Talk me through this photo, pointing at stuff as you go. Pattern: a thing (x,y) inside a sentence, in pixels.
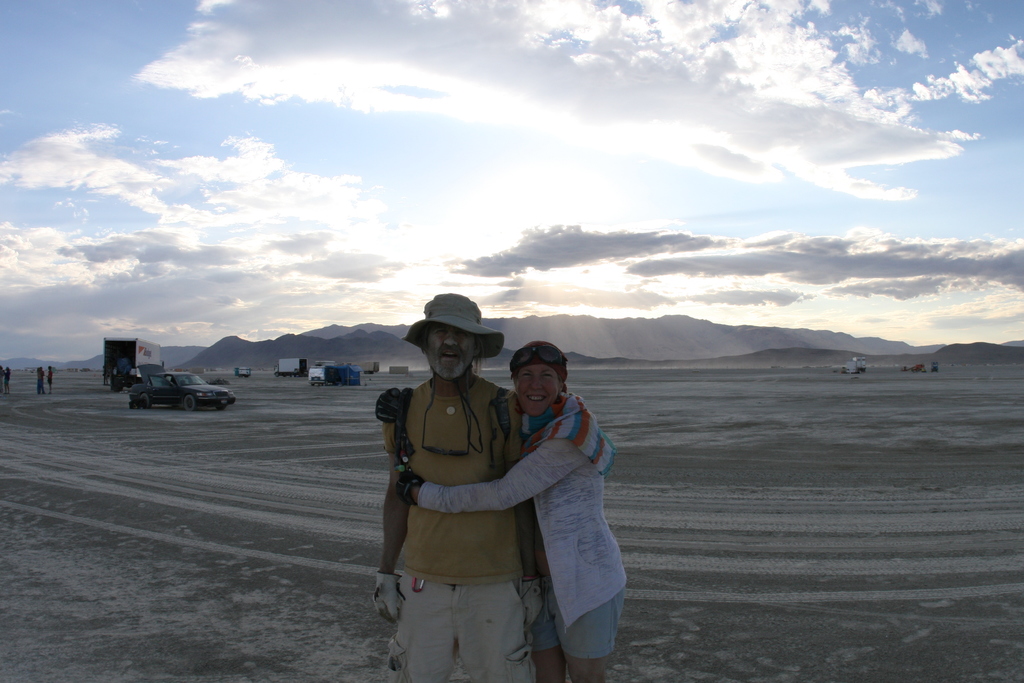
The man (430,429) in yellow T-shirt (438,433) is standing beside the woman (521,469) who is wearing a white top (585,519). Both of them are smiling. Behind them, we see vehicles (129,350) which are parked. On the left side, we see people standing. At the bottom of the picture (203,555), we see the sand (239,506). In the background (529,324), there are hills (655,337). At the top of the picture (474,111), we see the sky (467,141), clouds (218,91) and the sun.
